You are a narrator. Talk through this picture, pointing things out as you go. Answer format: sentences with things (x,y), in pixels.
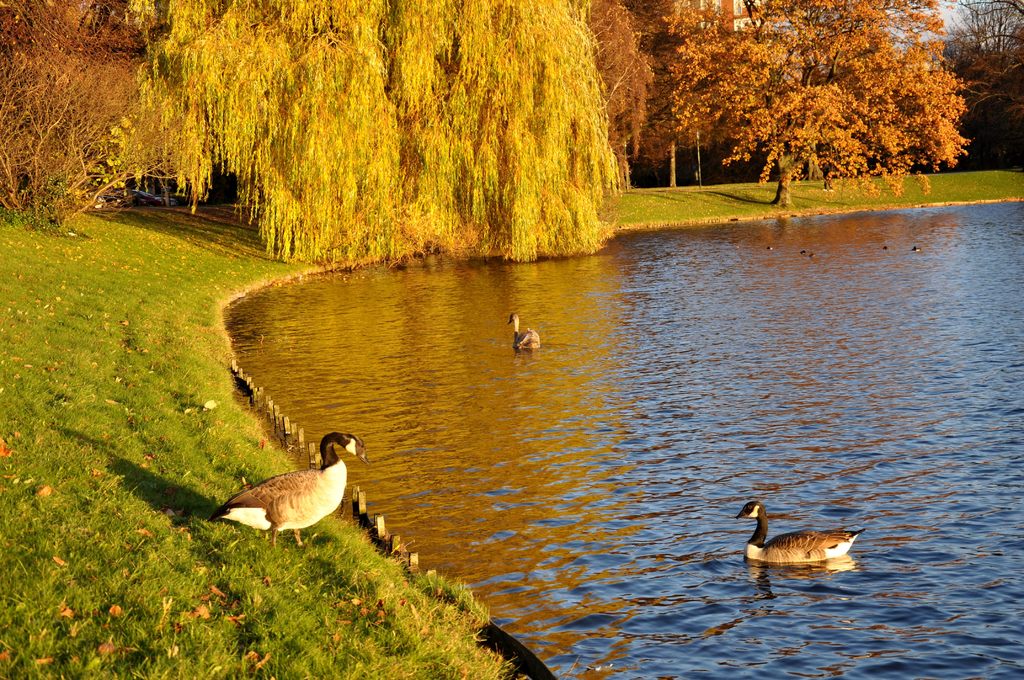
On the left side (205,573) we can see leaves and a duck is standing on the grass (212,584) on the ground (261,612) and we can see two ducks (760,551) are on the water (665,419). In the background (364,160) there are trees (672,54), building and the sky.
